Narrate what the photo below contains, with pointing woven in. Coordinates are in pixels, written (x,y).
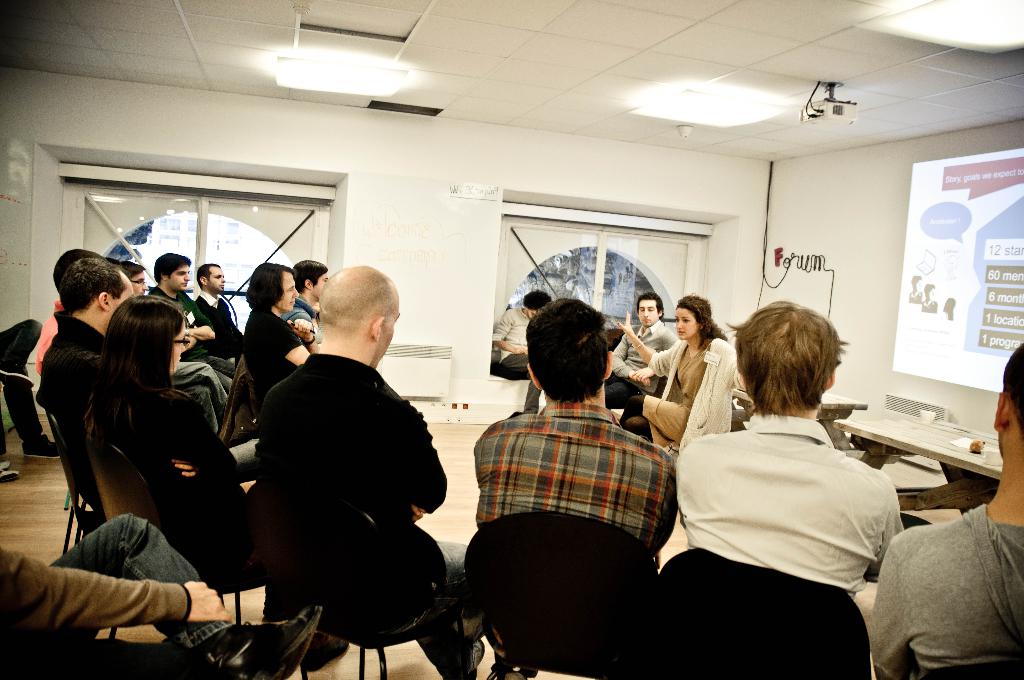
In this image we can see men (555,343) and women (702,317) are sitting on the black chairs (522,517). In the background (400,177), we can see windows (215,230), wall (768,258), tables (864,423) and screen (923,216). At the top of the image, we can see the projector (823,117) and lights (398,90) are attached to the roof (593,20).
